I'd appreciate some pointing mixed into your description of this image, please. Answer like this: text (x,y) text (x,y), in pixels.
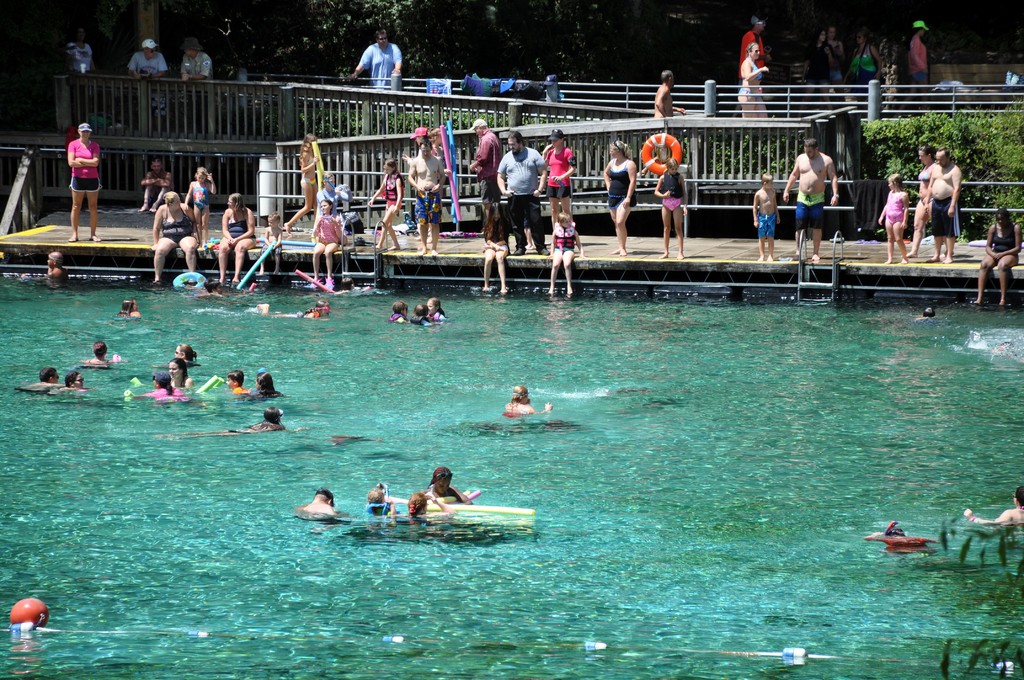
This is the picture of a swimming pool (662,522). In this image there are group of people (58,392) swimming in the water (400,395). At the back (510,198) there are group of people (189,245) sitting and standing and there are clothes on the railing (501,106). There are trees (570,48) and plants (982,139). At the bottom (661,501) there is water (659,522).
